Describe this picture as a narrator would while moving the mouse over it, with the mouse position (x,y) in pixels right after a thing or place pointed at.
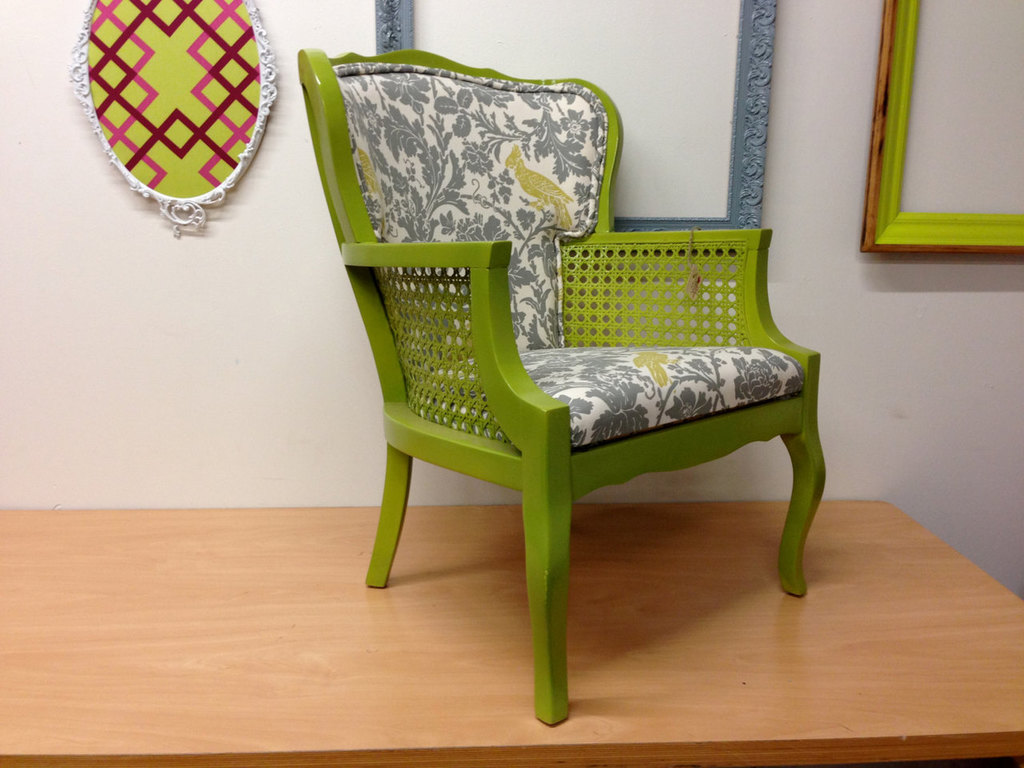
This image is taken indoors. At the bottom of the image (241,647) there is a table (252,611). In the background (207,365) there is a wall (186,333) with a few picture frames (753,91) on it. In the middle of the image (414,335) there is a chair (584,459) on the table (628,665).
